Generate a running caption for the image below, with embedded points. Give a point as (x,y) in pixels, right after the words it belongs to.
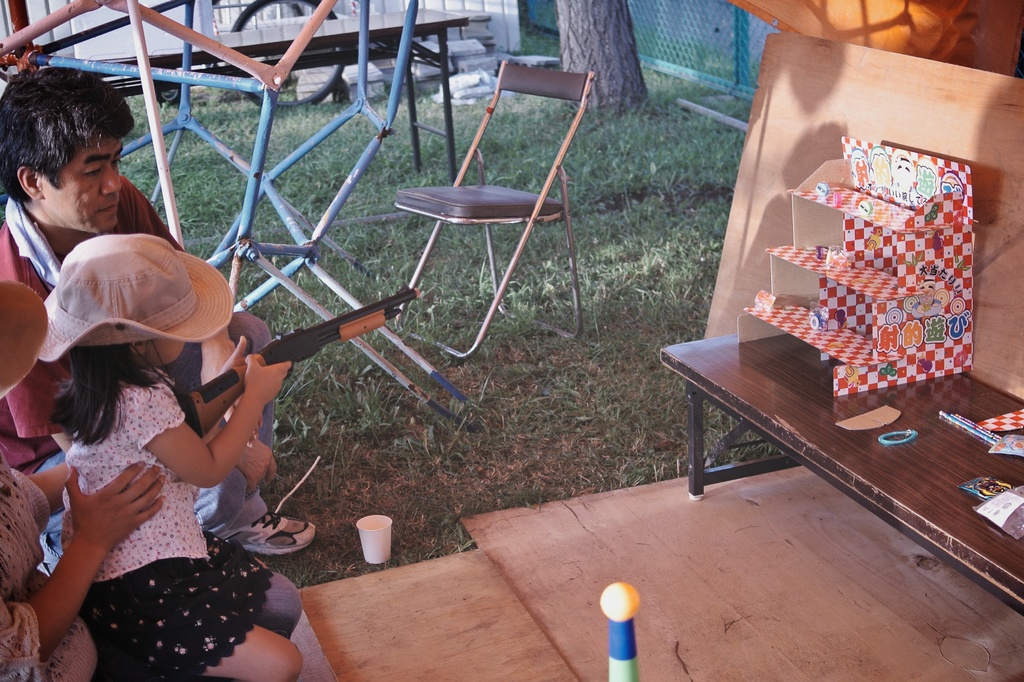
In this picture a girl (164,495) is aiming the object (801,303) placed on top of a table (787,352). In the background (450,204) we observe an unoccupied chair (433,199) and a tree (594,52).
